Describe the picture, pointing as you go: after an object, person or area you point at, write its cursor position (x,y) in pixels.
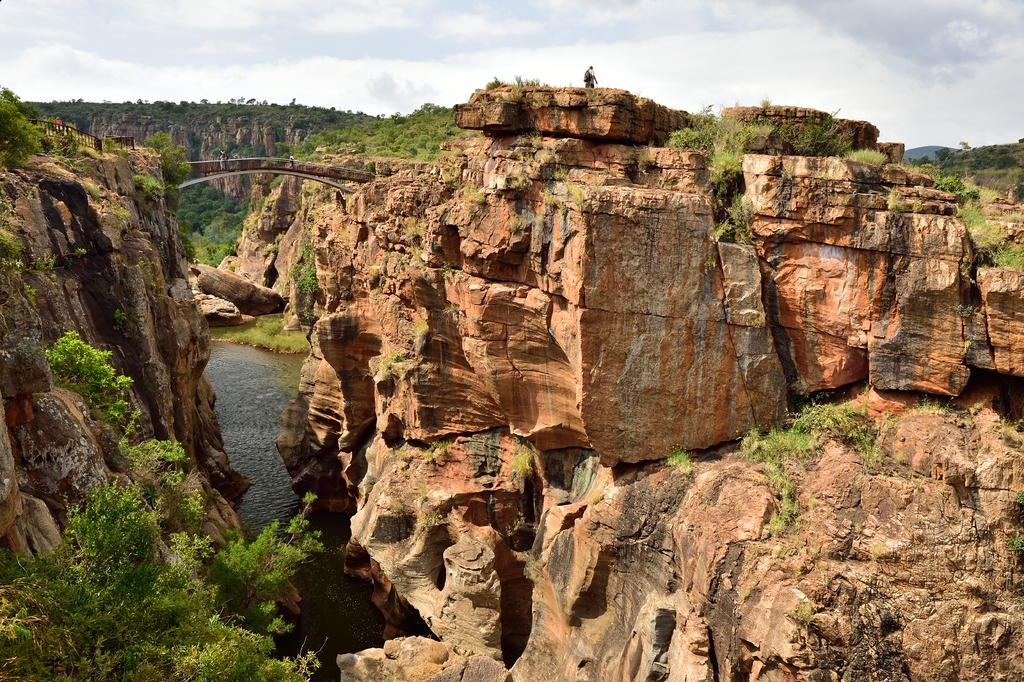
In the image there is a pond (259,487) in the middle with hills (300,225) on either side of it and a bridge (313,175) above it, in the back (352,129) the hills (321,127) are covered with plants (450,135) and trees (919,166) and a person (591,72) standing in the middle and above its sky (411,31) with clouds (717,44).
